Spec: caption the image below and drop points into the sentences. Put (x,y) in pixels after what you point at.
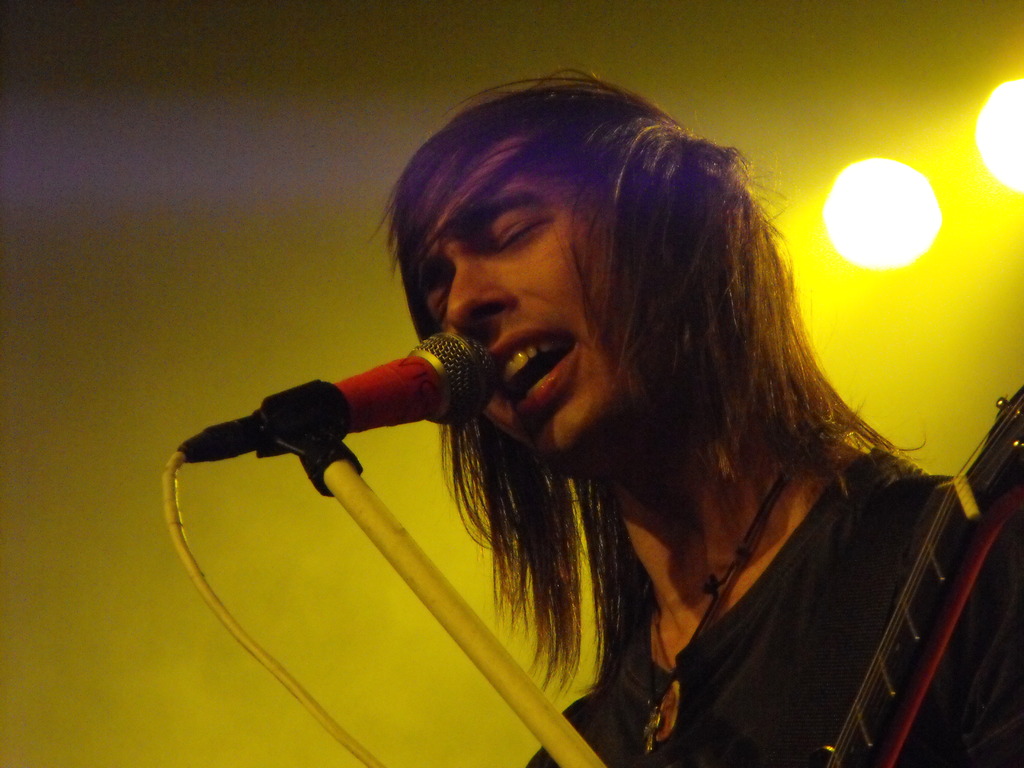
In this image we can see this person (741,491) is holding a guitar (927,649) and singing through the mic (437,365) in front of him. In the background (858,257), we can see lights.+ (871,226)
